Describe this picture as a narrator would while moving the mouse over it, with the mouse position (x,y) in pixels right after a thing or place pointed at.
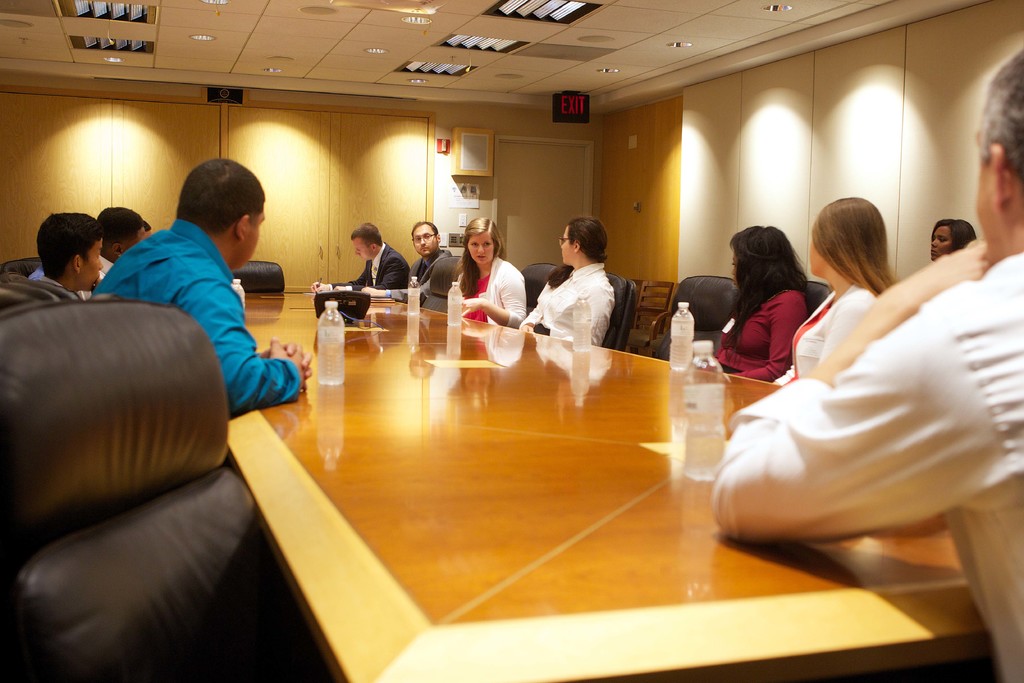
These persons (515,269) are sitting on the chairs (280,283). We can see bottles (337,321) and things (340,308) on the tables (471,540). On the background (455,178) we can see wall (515,125), board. On the top (479,50) we can see lights (146,17).
